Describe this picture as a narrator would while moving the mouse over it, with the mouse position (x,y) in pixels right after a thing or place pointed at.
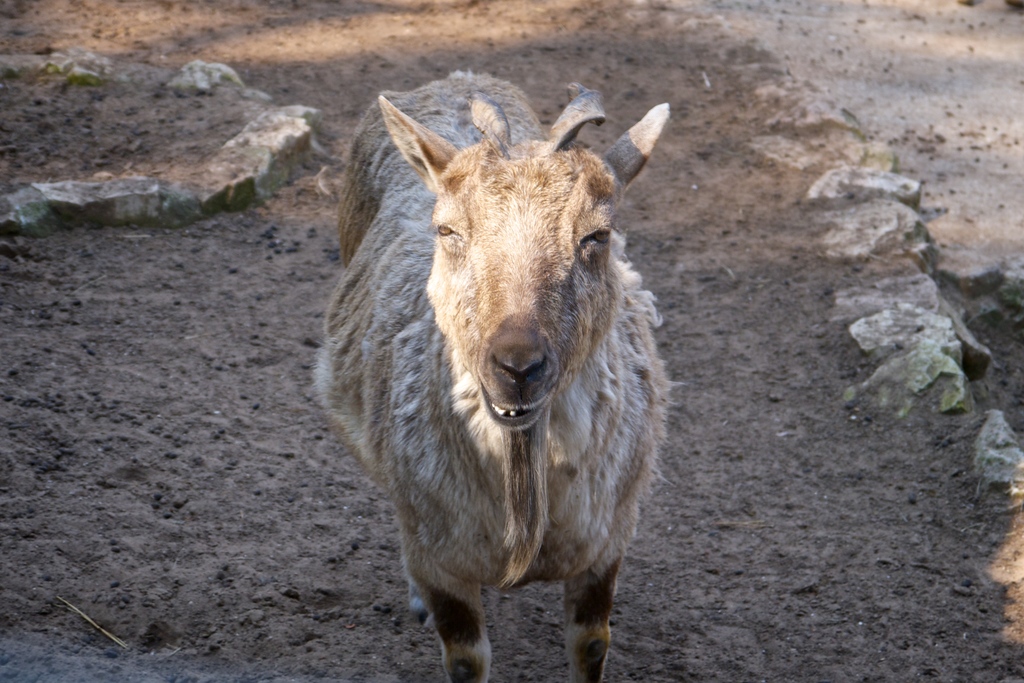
In this image, we can see a goat (467,484) is standing on the ground (392,639). Here we can see stones (241,143).
